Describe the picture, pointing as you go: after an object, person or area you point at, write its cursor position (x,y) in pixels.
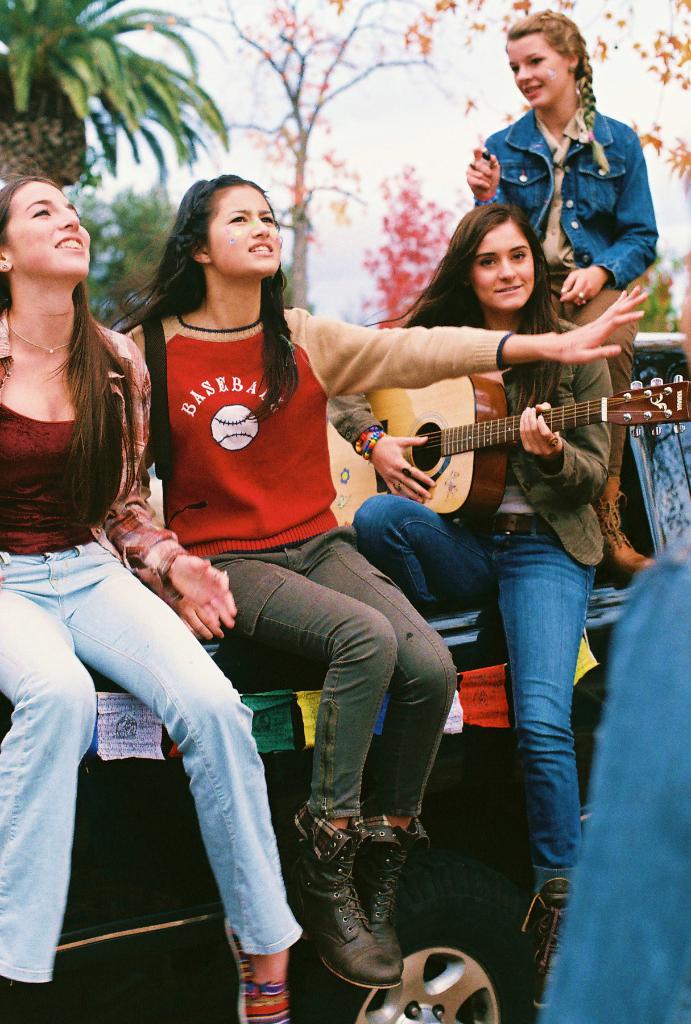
This image is taken in outdoors. There are four women (584,431) in this image. At the background (271,7) there is a sky (364,39) and many trees (93,63). In the left side of the image (149,548) there is a woman (32,220) sitting on a vehicle (91,907). In the right side of the image (563,830) there are two girls (583,65) sitting on a car (462,608) one is holding a guitar (551,420). In the middle of the image (405,351) a girl (574,347) is sitting on a vehicle (209,645) wearing boots (336,888).
